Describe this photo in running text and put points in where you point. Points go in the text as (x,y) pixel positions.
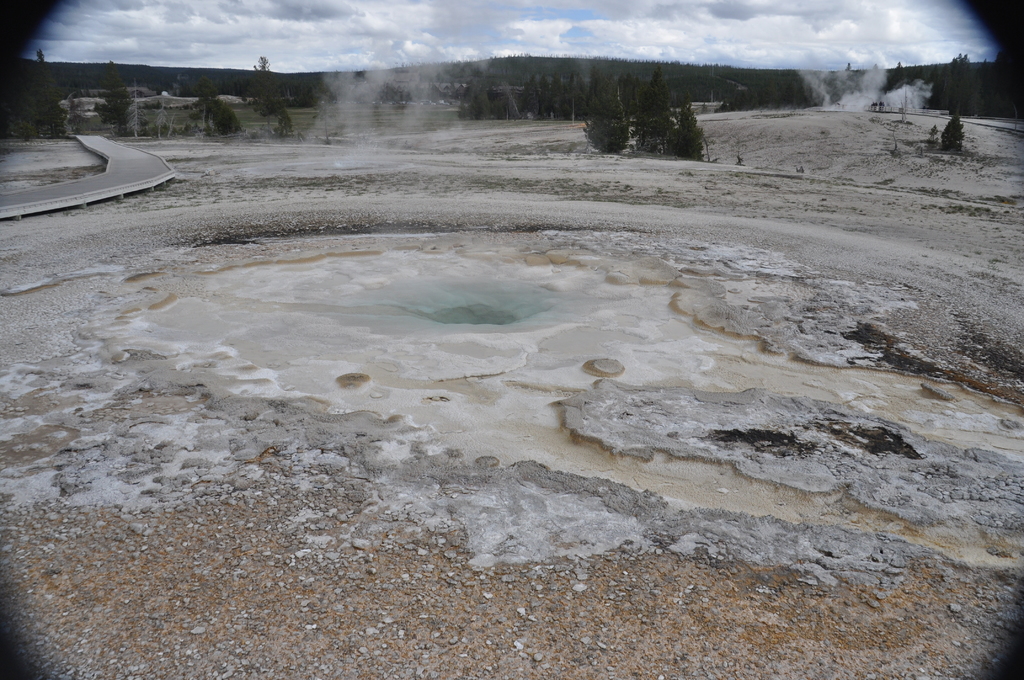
In the picture we can see a earth surface (598,574) and holes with a smokes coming out of it and we can see a path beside to it and in the background (488,53) we can see some hills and a sky (763,47) with clouds (151,47).
